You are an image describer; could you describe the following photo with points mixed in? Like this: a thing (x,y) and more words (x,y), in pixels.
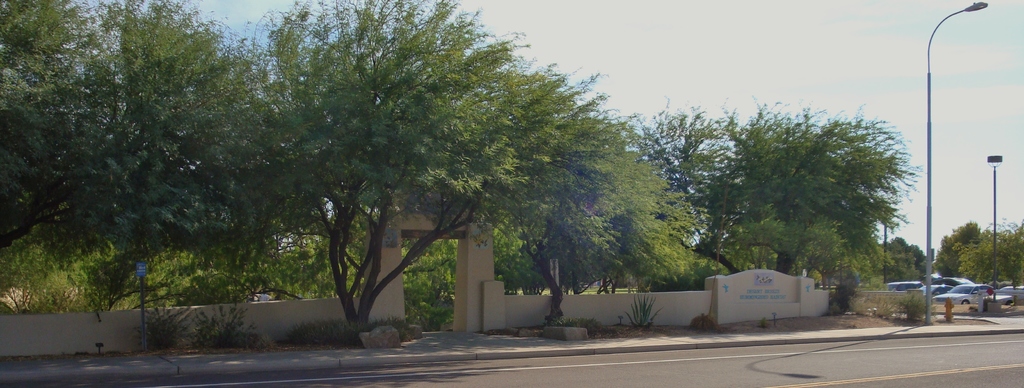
This image is taken outdoors. At the top of the image (586,46) there is the sky (761,89) with clouds (877,53). At the bottom of the image (799,362) there is a road (957,353). In the middle of the image (529,169) there are many trees (415,294) and plants (437,249) with leaves (629,238), stems (431,236) and branches (220,224). There is a wall (657,296) and there is a text (756,300) on the wall (808,294). There is a signboard (142,278). On the right side of the image (995,204) there are two poles (927,302) with street lights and many cars (946,285) are parked on the ground (970,306).
